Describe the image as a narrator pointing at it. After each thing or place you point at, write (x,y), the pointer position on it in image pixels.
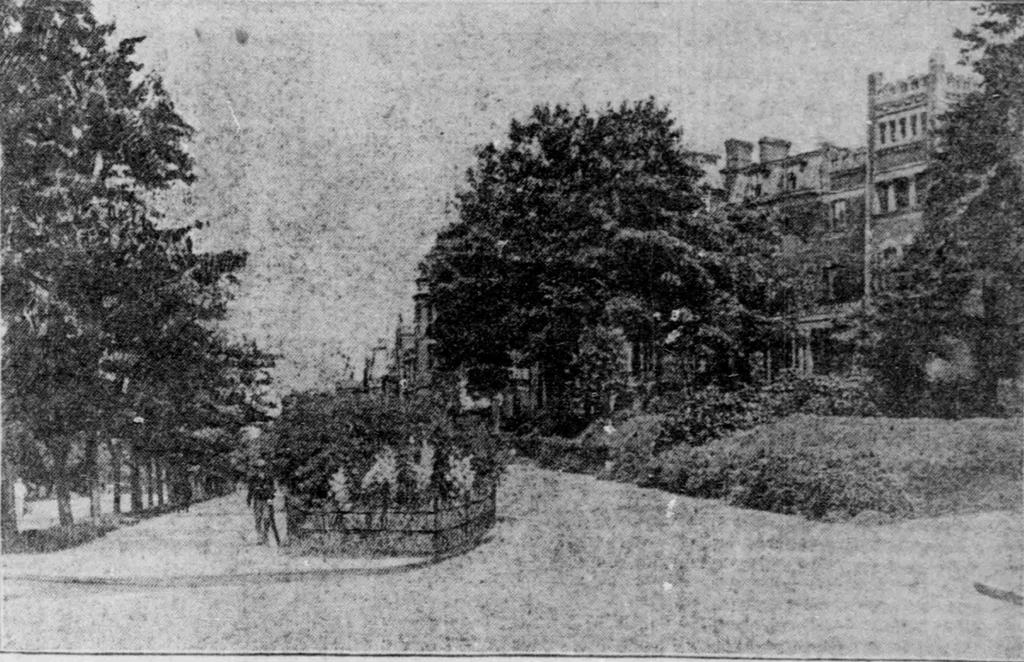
It is an old image, there are many trees (537,279) and behind the trees (962,212) there are few buildings (409,363).
